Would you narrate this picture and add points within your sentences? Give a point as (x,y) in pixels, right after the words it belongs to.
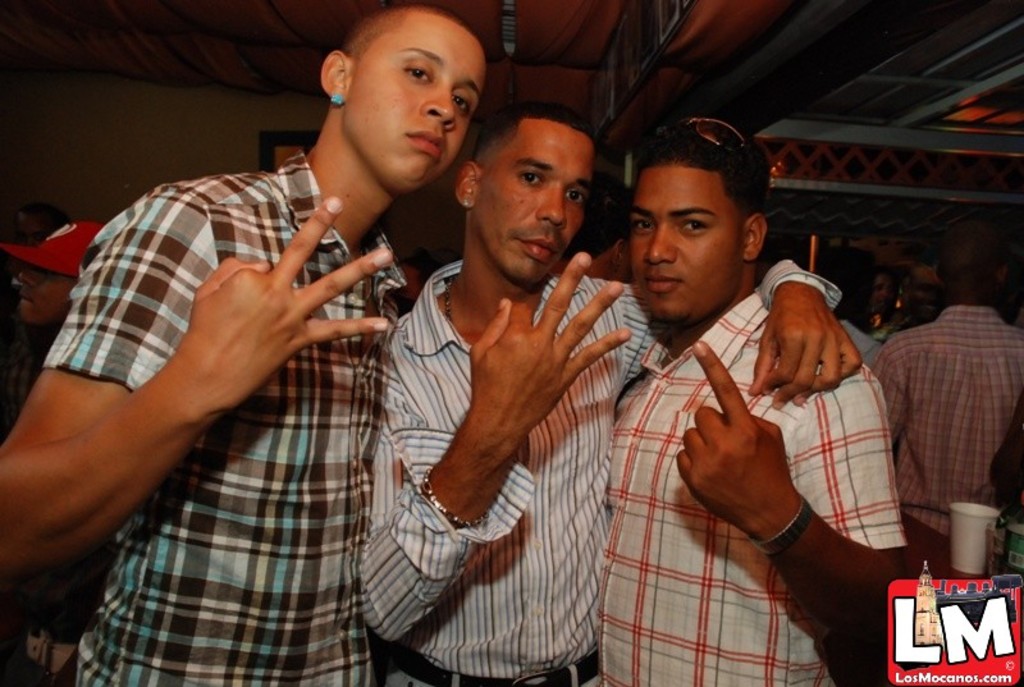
In front of the picture, we see three men (474,370) are standing. They are posing for the photo. Behind them, we see the people (578,239) are standing. On the right side (975,266), we see the people (872,293) are standing. Beside them, we see a table (937,560) on which a water bottle (1011,541) and a glass (987,519) are placed. In the background (137,114), we see a wall (206,143) on which a photo frame (277,147) is placed. At the top (652,88), we see the roof (783,131) of the building (695,102).
